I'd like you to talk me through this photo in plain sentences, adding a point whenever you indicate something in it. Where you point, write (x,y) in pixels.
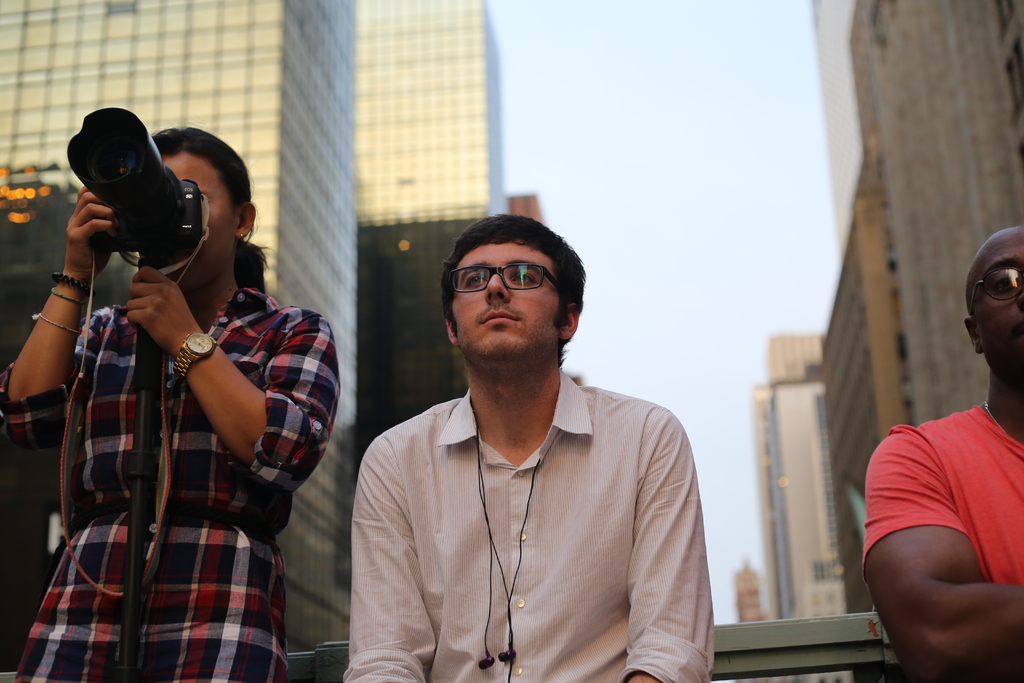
In this image we can see the persons (693,532) standing and there is the other person (167,349) holding a camera (150,188). And at the back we can see there are buildings (381,114) and the sky (619,80).
